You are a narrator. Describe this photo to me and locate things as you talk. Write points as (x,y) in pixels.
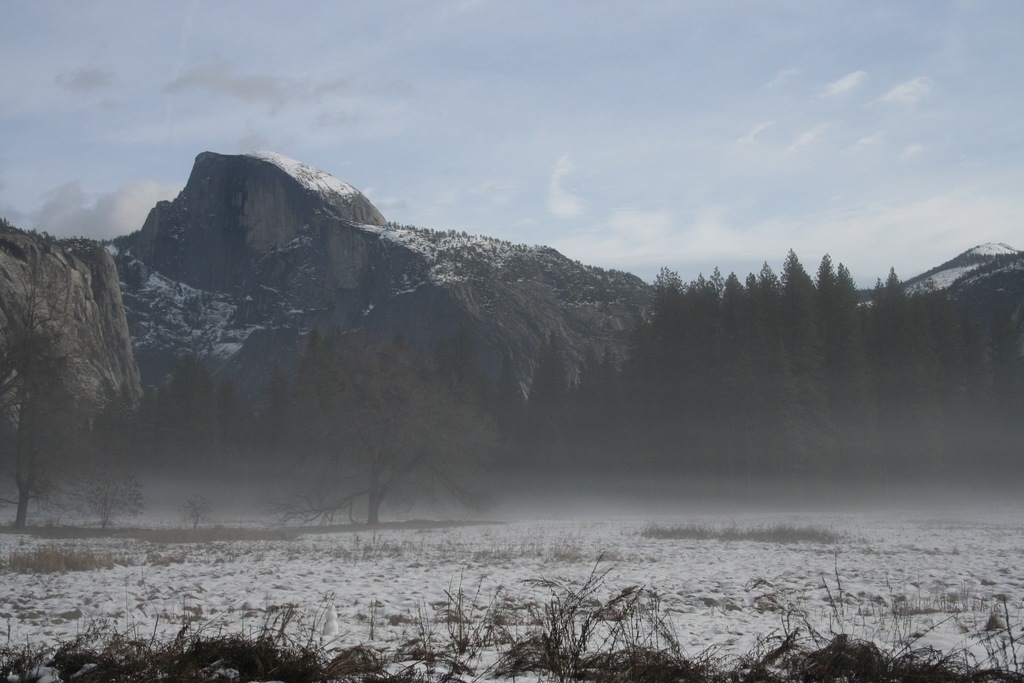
Sky (254,96) is cloudy. Background (76,304) there are mountains (78,278) and trees (667,348). Land (771,583) is covered with snow (432,574).
